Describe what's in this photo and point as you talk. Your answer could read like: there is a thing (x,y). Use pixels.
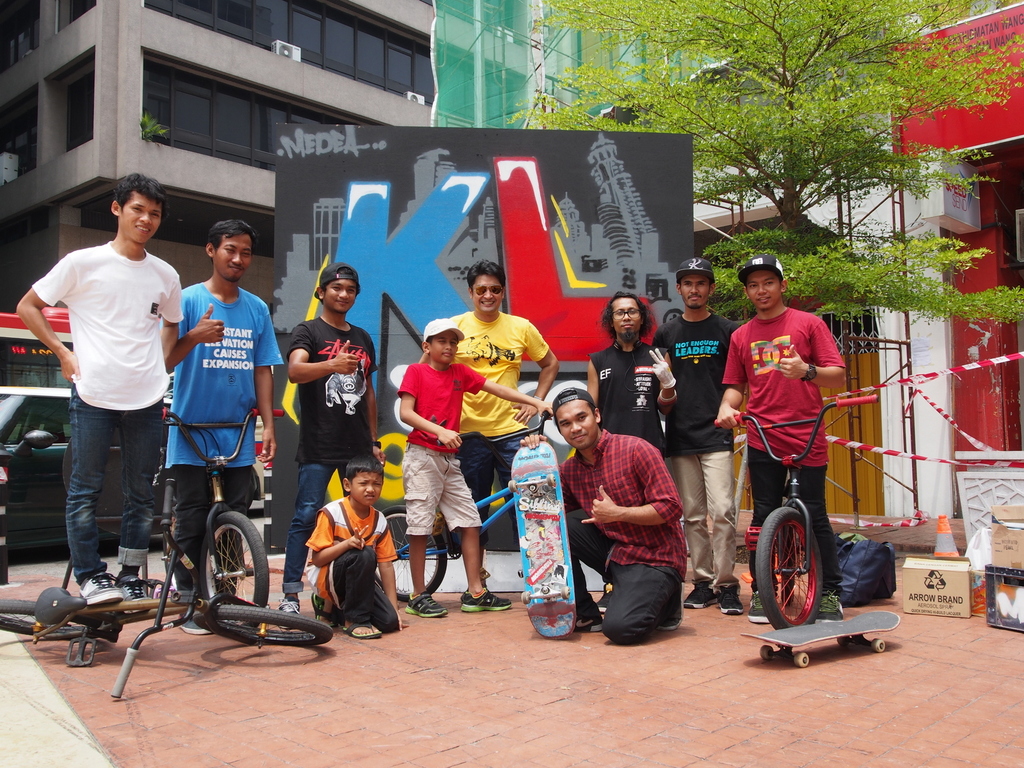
In this image I can see the group of people (409,498). Among them two are holding the bicycles (756,532) and one is holding the skating board (557,535). To the back of these people (109,371) there is a board (553,242) and it is colorful. And there is a vehicle (72,340). In the background (666,59) there are trees (594,118) and the building (324,113).
